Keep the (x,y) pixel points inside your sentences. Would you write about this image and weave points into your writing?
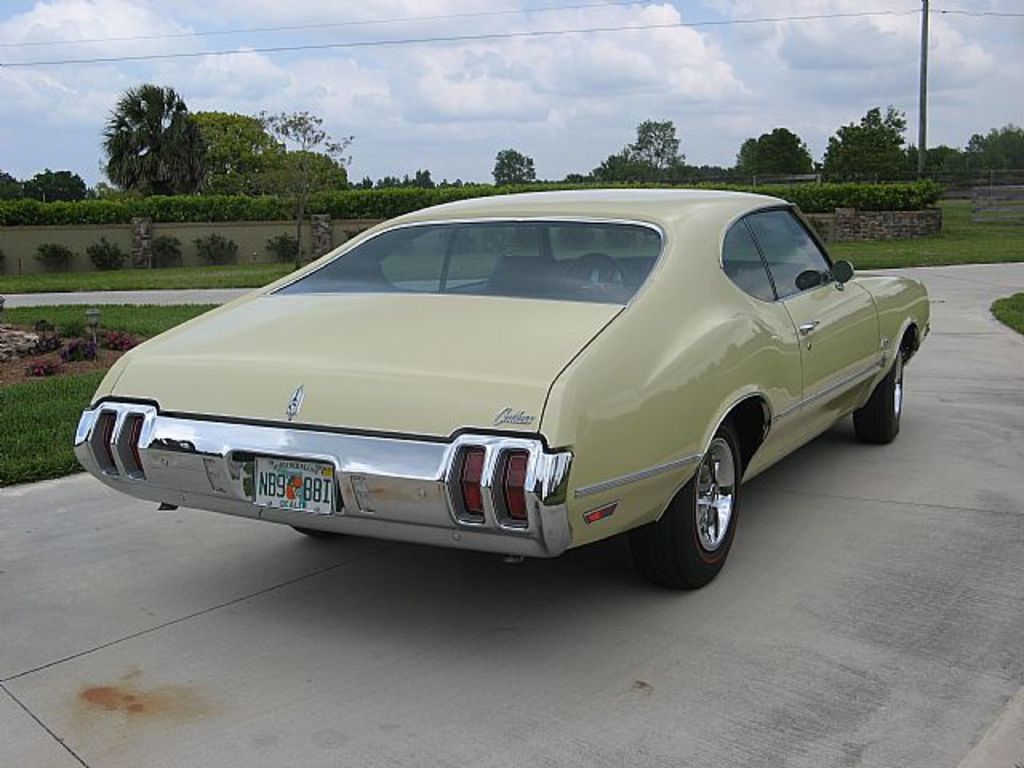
In this image there is a car (697,347) on a road (280,561), in the background (976,226) there is a grassland (969,237), plants (875,201), trees (82,188), poles (925,39) and the sky (580,77).
